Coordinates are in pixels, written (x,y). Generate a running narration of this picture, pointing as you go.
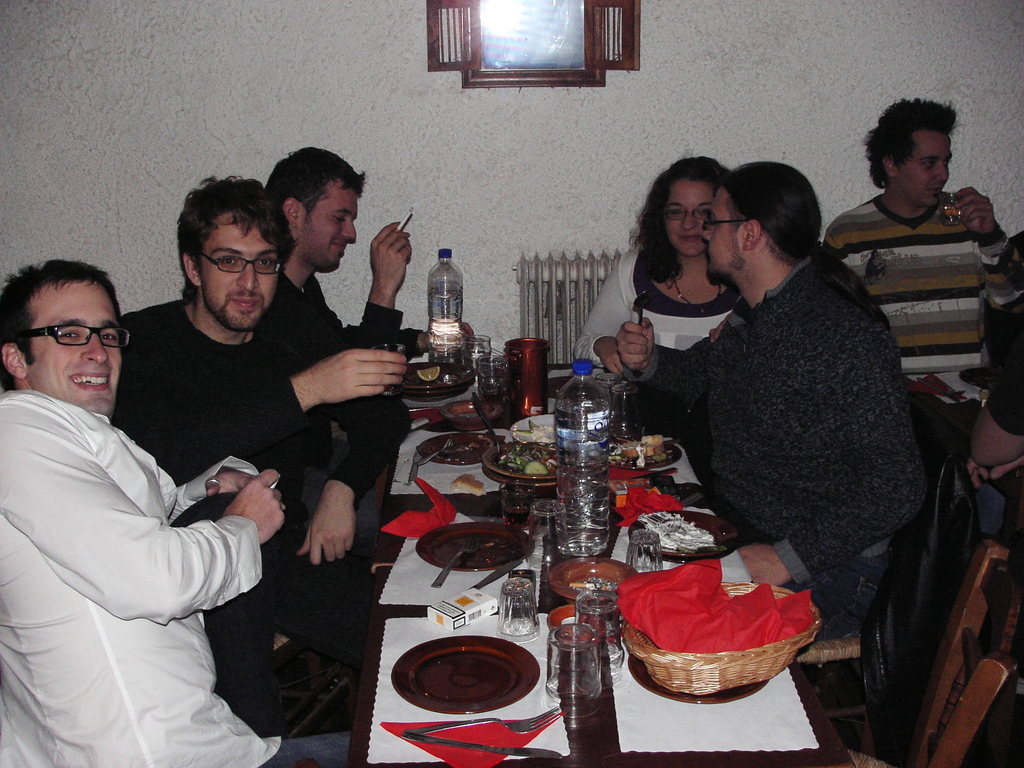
In this picture we can see a group of people (346,357) sitting on chairs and in front of them there is table (450,710) and on table (392,563) we can see basket (709,607), glasses (596,616), cigarette box (477,619), plate (457,647), some food item (536,452), bottle (565,406), jar (527,387) and in background (476,160) we can see wall (498,115) with window (487,59).
